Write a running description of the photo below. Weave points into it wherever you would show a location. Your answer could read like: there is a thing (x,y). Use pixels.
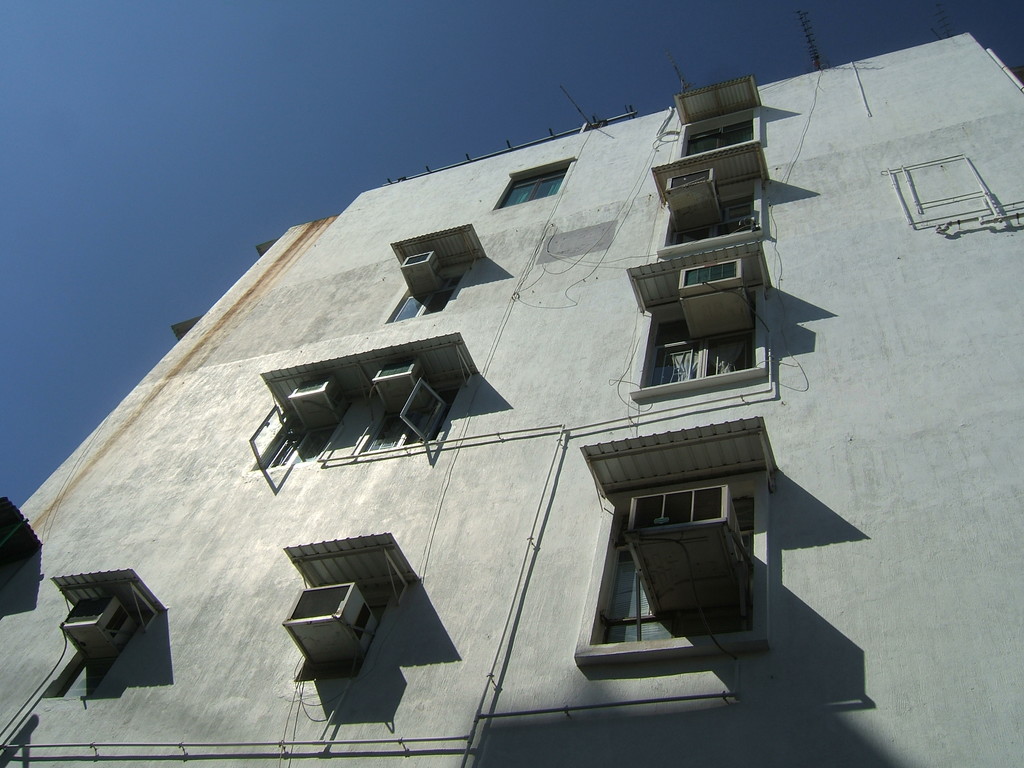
In this image I can see white colour building (833,294), the sky (215,231) and few windows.
